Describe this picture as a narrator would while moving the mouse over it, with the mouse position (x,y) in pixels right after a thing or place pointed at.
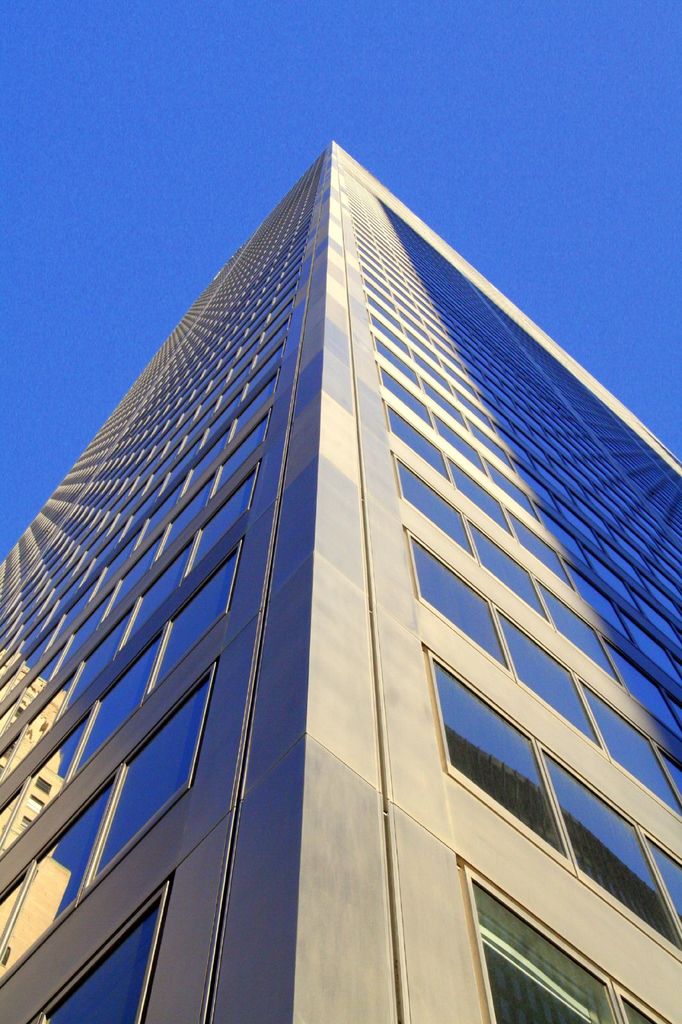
In this image I can see there is a building (378,600) with glass windows (97,656) and the sky (211,94) is clear.
